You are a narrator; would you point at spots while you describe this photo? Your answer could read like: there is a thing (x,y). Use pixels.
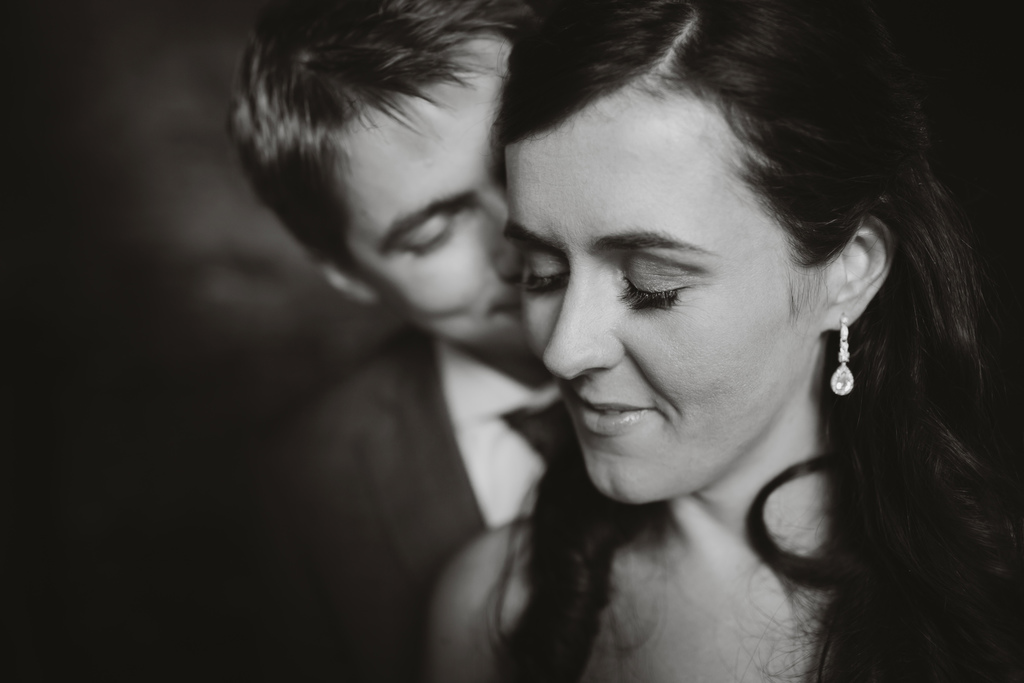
In this picture there is a girl (646,283) and a boy (464,200) in the center of the image (412,273).
